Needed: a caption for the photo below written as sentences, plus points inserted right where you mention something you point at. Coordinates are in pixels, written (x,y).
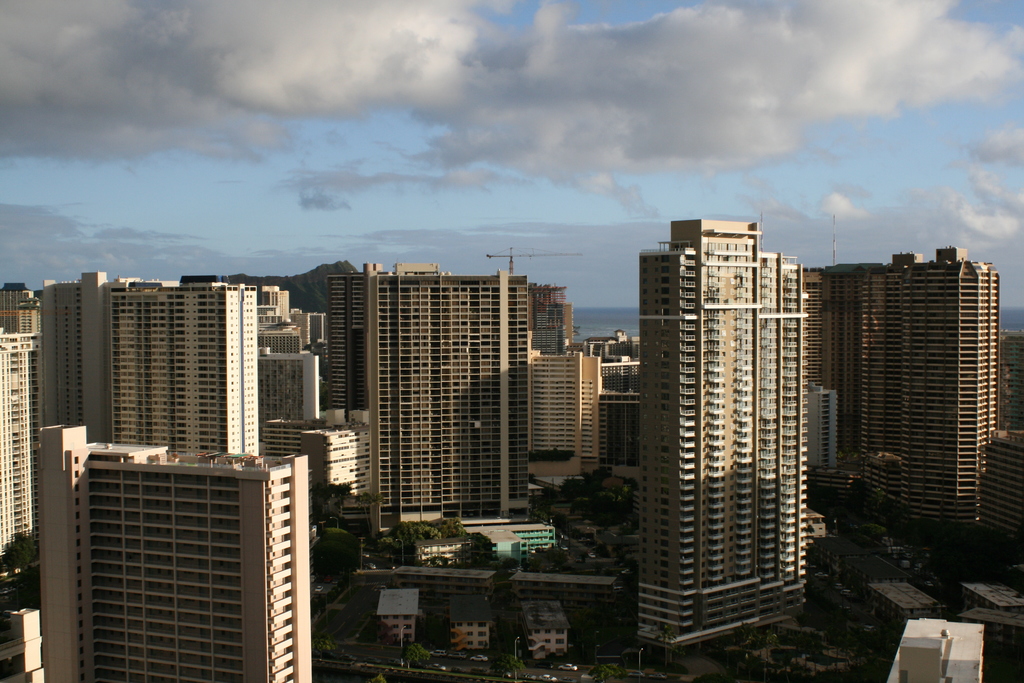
In this image there are buildings (406,461), trees (607,520) and there are vehicles (572,667) on the road (530,669) and the sky (541,46) is cloudy.
